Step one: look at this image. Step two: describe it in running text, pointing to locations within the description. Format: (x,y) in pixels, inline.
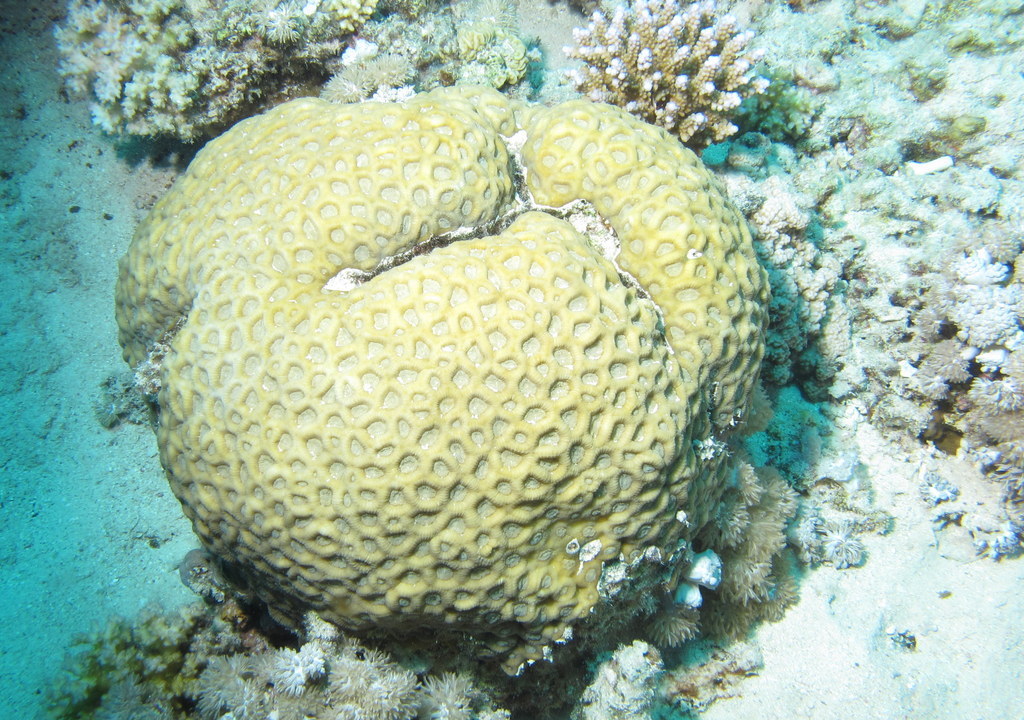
In this image I can see a yellow and white color thing (553,254). Back Side I can see few aquatic plants (320,23).
